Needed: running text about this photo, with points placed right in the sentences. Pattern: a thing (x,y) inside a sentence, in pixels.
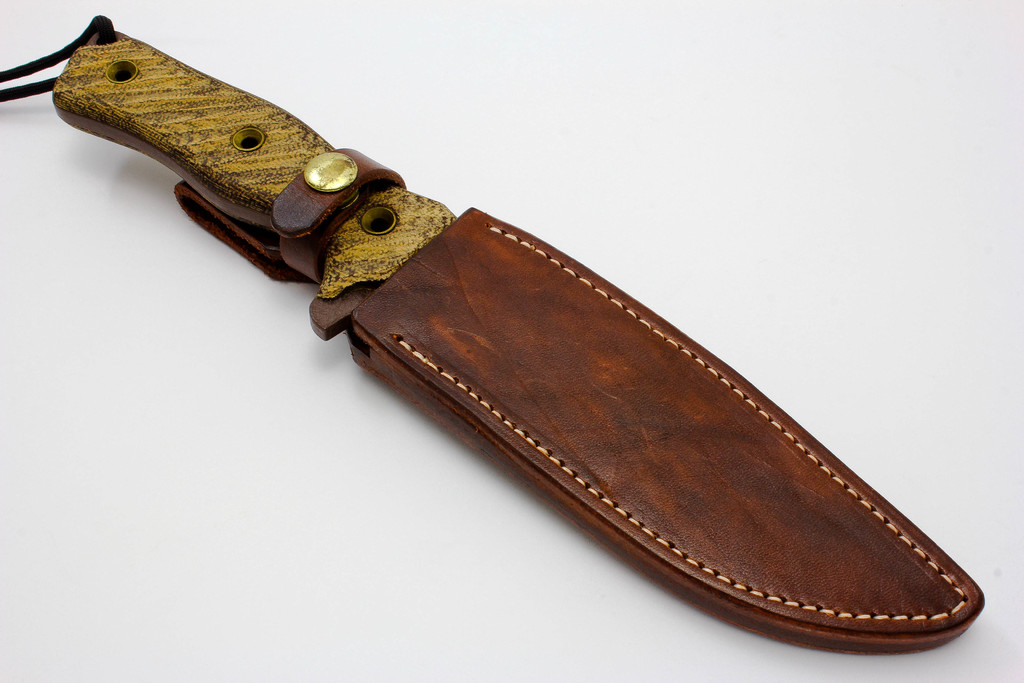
In this picture there is a knife (244,163) on the table (918,341).
